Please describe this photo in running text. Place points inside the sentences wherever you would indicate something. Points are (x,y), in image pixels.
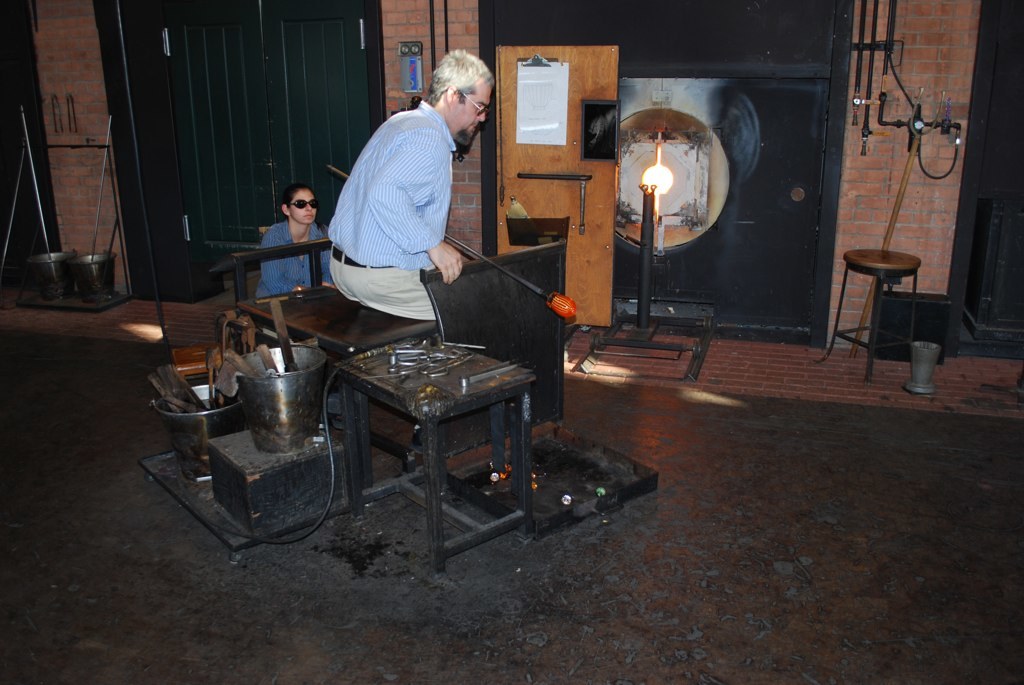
In this image in the center (416,230) there is one man (431,162) who is sitting and he is holding some rod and beside him there is one table (426,407), and some buckets (265,427). In the buckets (190,439) there are some wooden sticks (230,386) and wires (328,431), and in the background (343,150) there is a wall (882,166) and some doors (364,137) and pipes (879,109). On the right side (897,275) there is one stool (893,272) and on the left side (46,253) there are two buckets (46,253) and two sticks (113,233), at the bottom (172,553) there is a floor (888,545).
